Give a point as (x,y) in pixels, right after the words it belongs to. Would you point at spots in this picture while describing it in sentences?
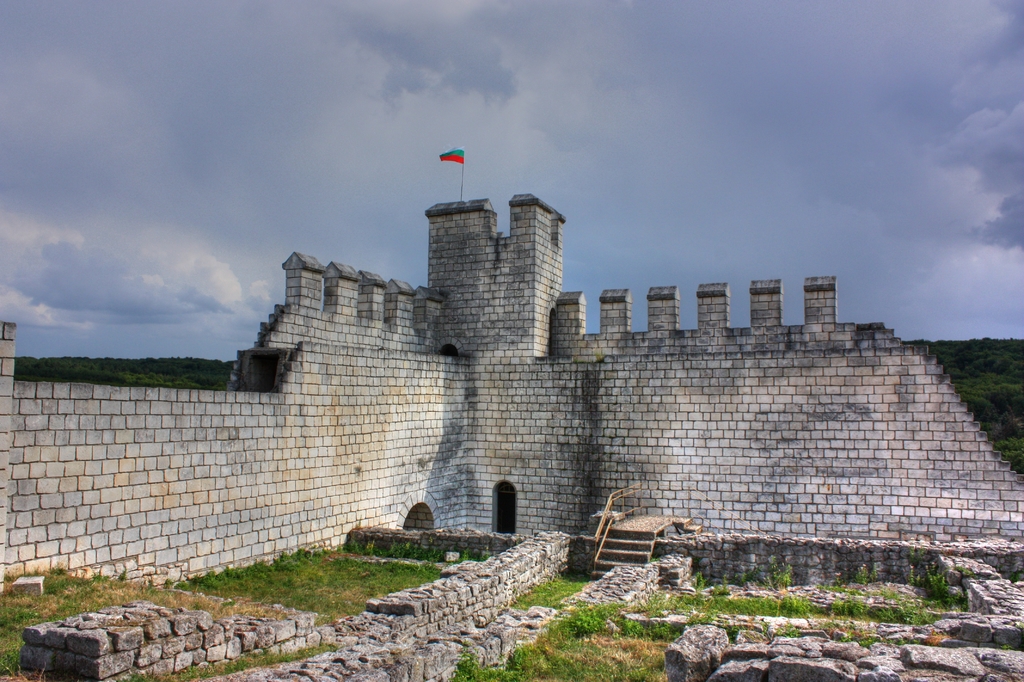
In this image there is a wall (611,376) having a flag (452,150) on it. Behind it there is a hill (971,400) having few trees (995,361) on it. Bottom of image (708,584) there are few stone walls (628,577) on the grassland (743,609). There is a staircase (645,539) to the wall (725,541). Top of image (287,159) there is sky (650,114) with some clouds (249,283).
